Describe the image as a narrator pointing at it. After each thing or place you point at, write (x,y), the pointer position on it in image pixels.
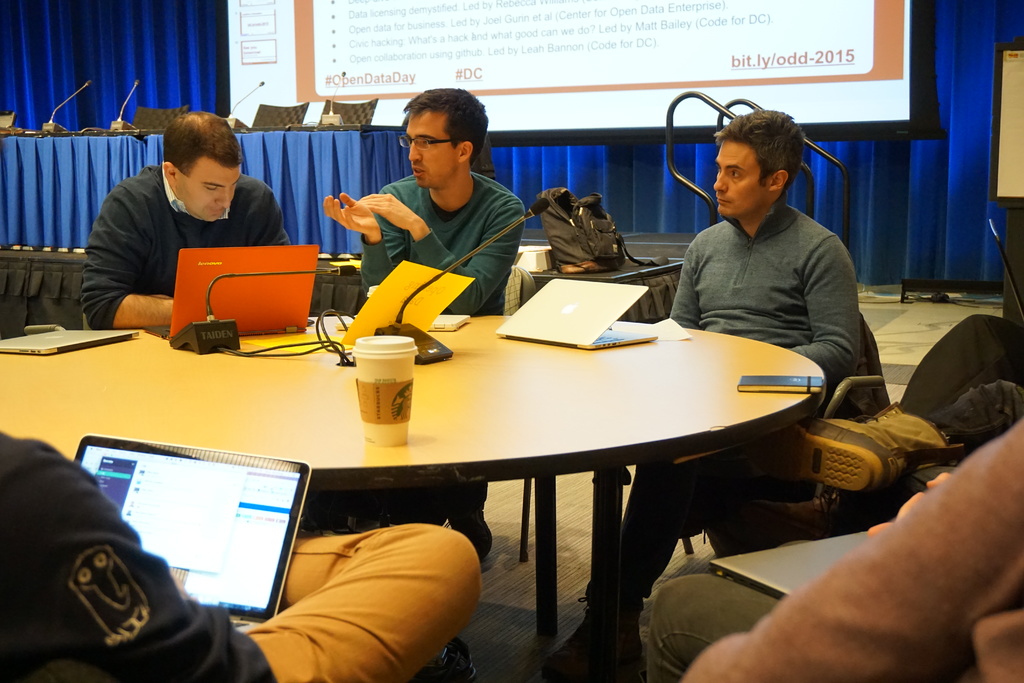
There are group of people (99,267) sitting around the table (532,368). Some of them are working with the laptop (192,477). In the background (927,29), there is a screen (604,45), a curtain (186,26) which is in blue color, a table (384,131) and mics (52,126).
